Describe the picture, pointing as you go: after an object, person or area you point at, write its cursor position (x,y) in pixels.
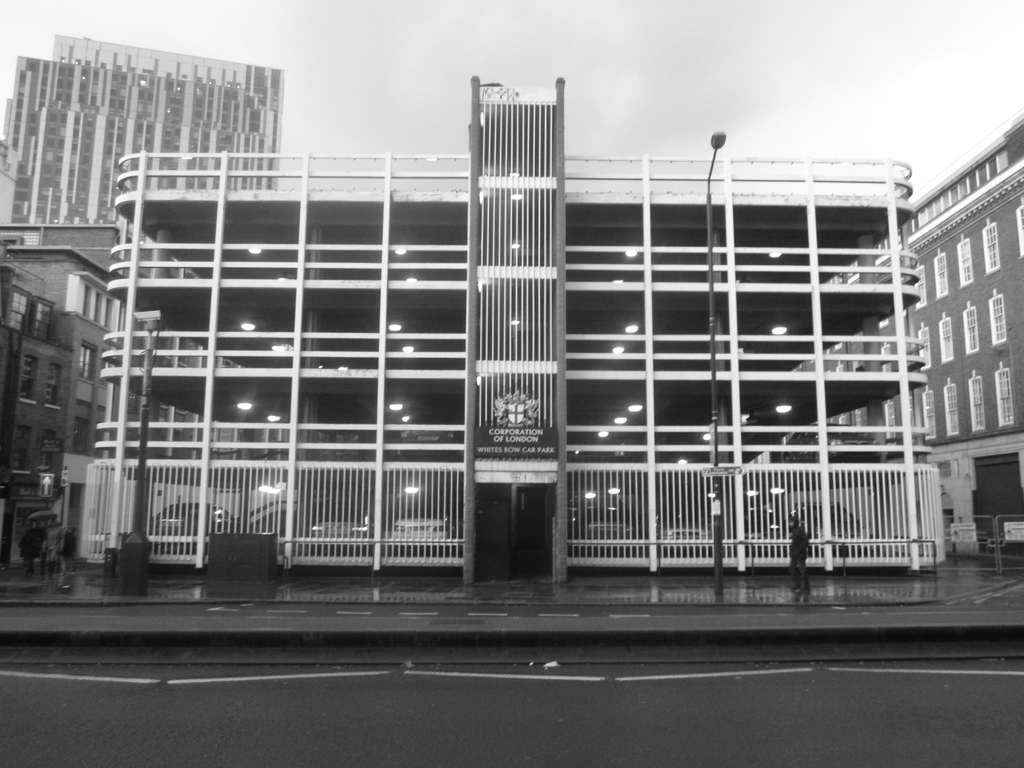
In the image we can see there are buildings (308,232) and a person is standing on the footpath (481,589). There is a street light pole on the footpath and the image is in black and white colour.
